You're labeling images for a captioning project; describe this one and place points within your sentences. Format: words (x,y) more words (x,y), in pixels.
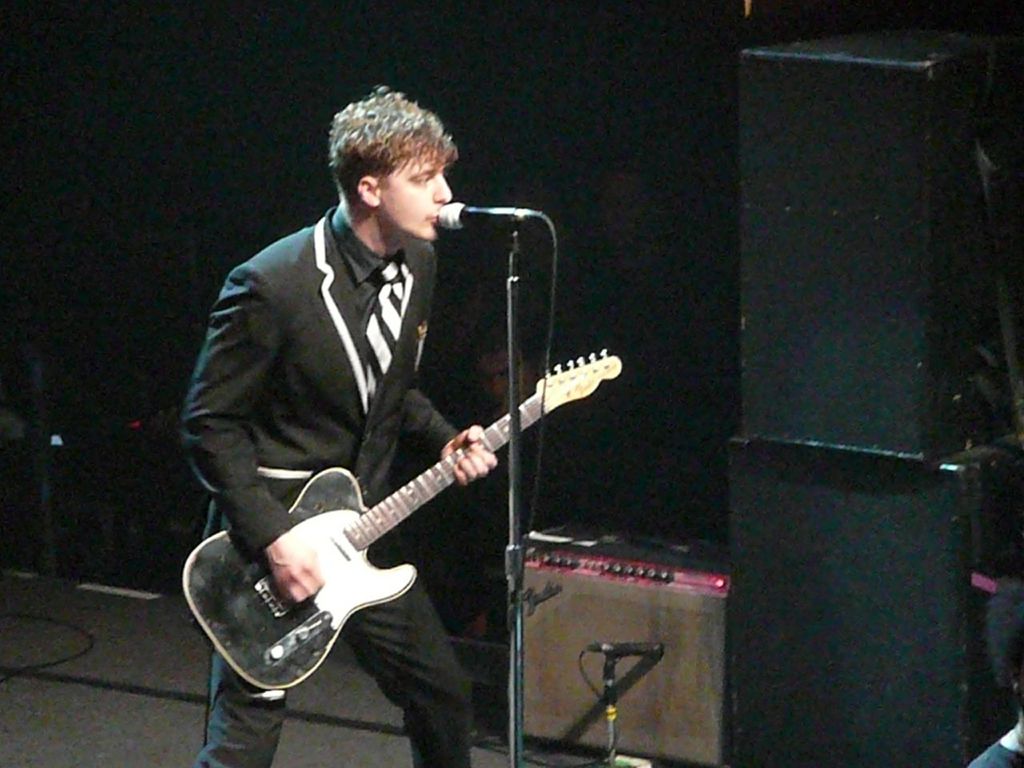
This image is clicked in a concert. And there are speakers (761,359) on the right side (813,516). There is a person (379,337) standing in the middle of the image (397,262). He is singing. There a mic (474,213) in front of him and there is also a mic stand (517,718). The person (390,442) is playing a guitar (335,526). He wore black jacket (324,299) black and white tie (384,269) and black pant (263,746). There is wire (56,621) on the left side (54,663) bottom corner.
